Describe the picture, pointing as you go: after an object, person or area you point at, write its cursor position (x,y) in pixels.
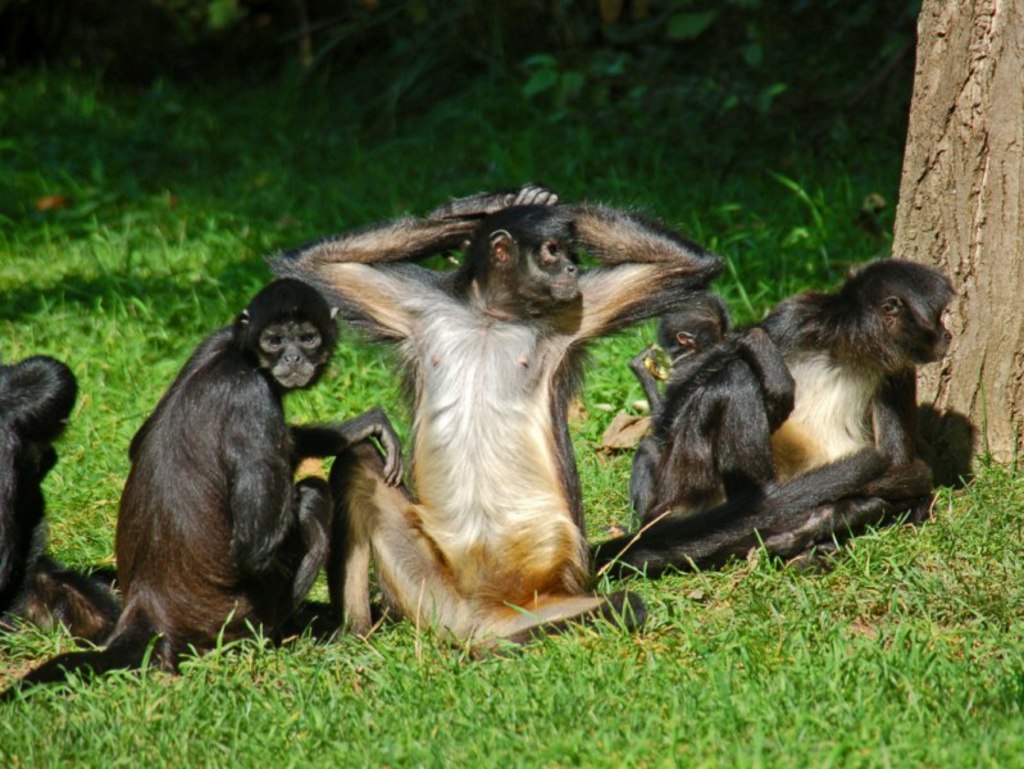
In this picture, we see monkeys (138,533) in black color. At the bottom of the picture (455,665), we see grass (600,681). On the right side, we see the stem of the tree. There are trees (596,126) in the background (637,127) and it is blurred in the background (150,138).
